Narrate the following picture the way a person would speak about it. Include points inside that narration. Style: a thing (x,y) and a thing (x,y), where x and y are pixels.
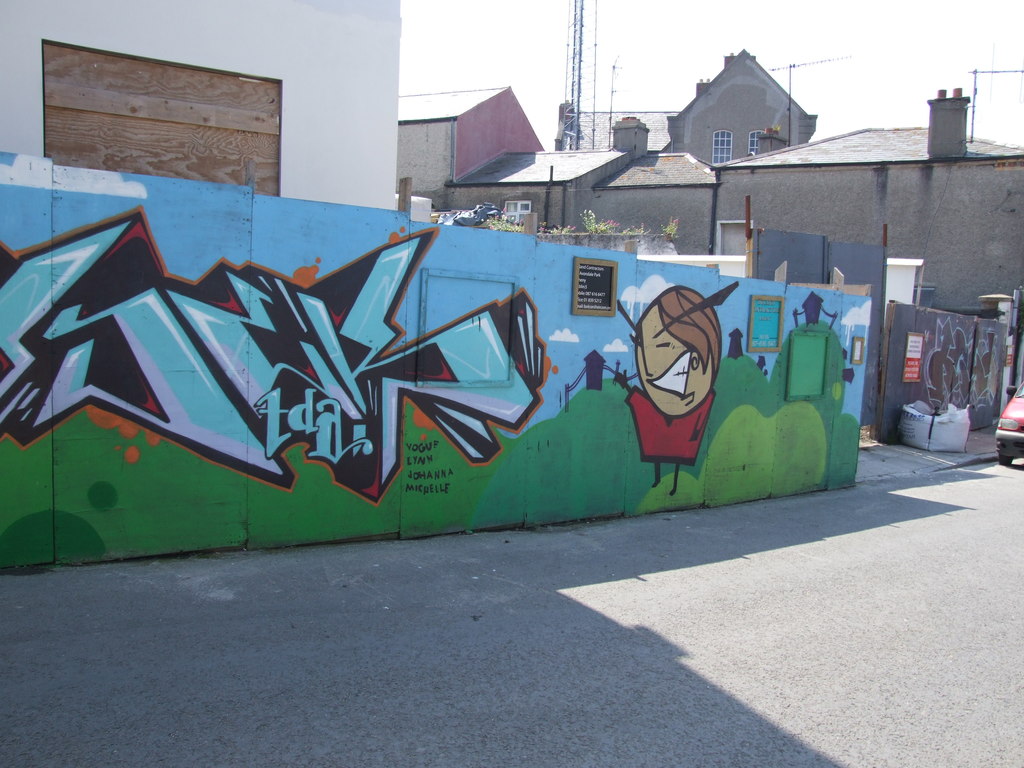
In this picture I can see paintings (344,260) on the walls (557,246), there is a vehicle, there are buildings (763,80), and in the background (662,15) there is the sky (540,58).
